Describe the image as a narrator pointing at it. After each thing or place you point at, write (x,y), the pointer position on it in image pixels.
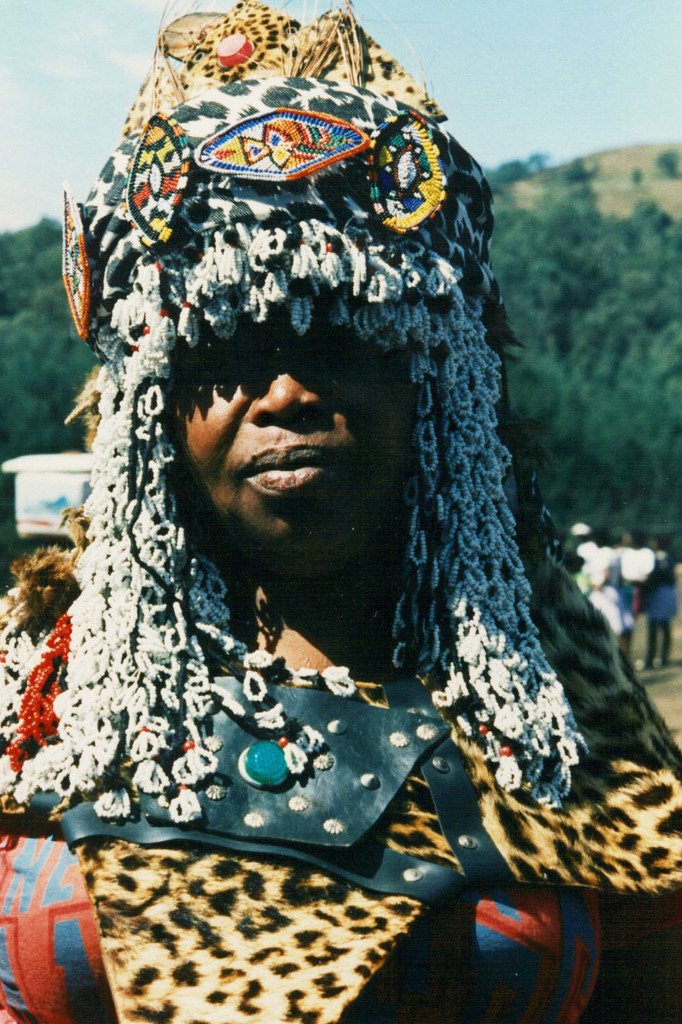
In this picture we can see a woman (408,729), she is wearing a costume (401,730) and in the background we can see people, trees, sky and some objects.
